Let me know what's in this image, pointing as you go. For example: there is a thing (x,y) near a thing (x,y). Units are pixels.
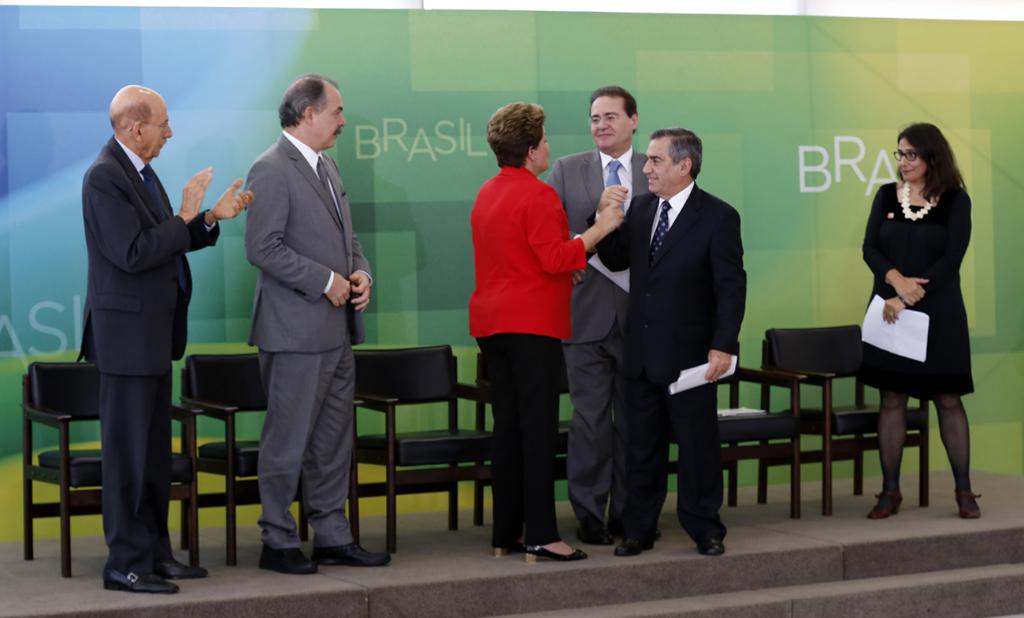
In this picture there is a woman (549,227) who is wearing red jacket (532,231) and shoe (548,553). She is standing near to the man (681,192) who is wearing black suit (646,268), trouser (647,494) and shoe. He is also holding a paper (716,370). On the right (923,155) there is another woman (926,276) who is wearing black dress (946,268), locket (930,204), spectacle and shoe (974,502). She is also holding papers (897,341). On the left (300,330) there are two person (295,345) standing near to the chairs (192,465). Here we can see another man (595,152) who is wearing grey suit (591,179), spectacle (613,118), trouser (575,437) and shoe (607,525), standing near to the banner (718,73). On the bottom (952,590) we can see stairs (847,586).
